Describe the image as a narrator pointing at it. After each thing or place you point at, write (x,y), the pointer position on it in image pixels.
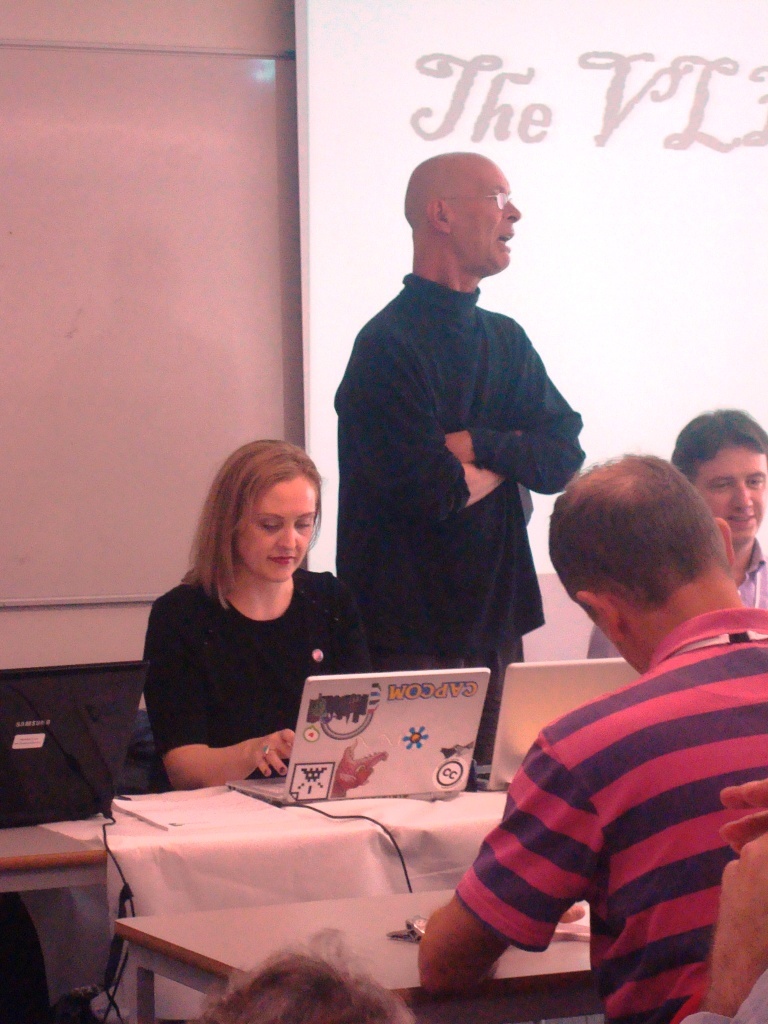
In the picture I can see people (420,648) among them one man (429,548) is standing and others (244,599) are sitting in front of tables (279,920). On tables (303,903) I can see laptops (424,724) and some other objects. In the background (186,306) I can see a white color board (191,339) and a projector screen (570,206).
